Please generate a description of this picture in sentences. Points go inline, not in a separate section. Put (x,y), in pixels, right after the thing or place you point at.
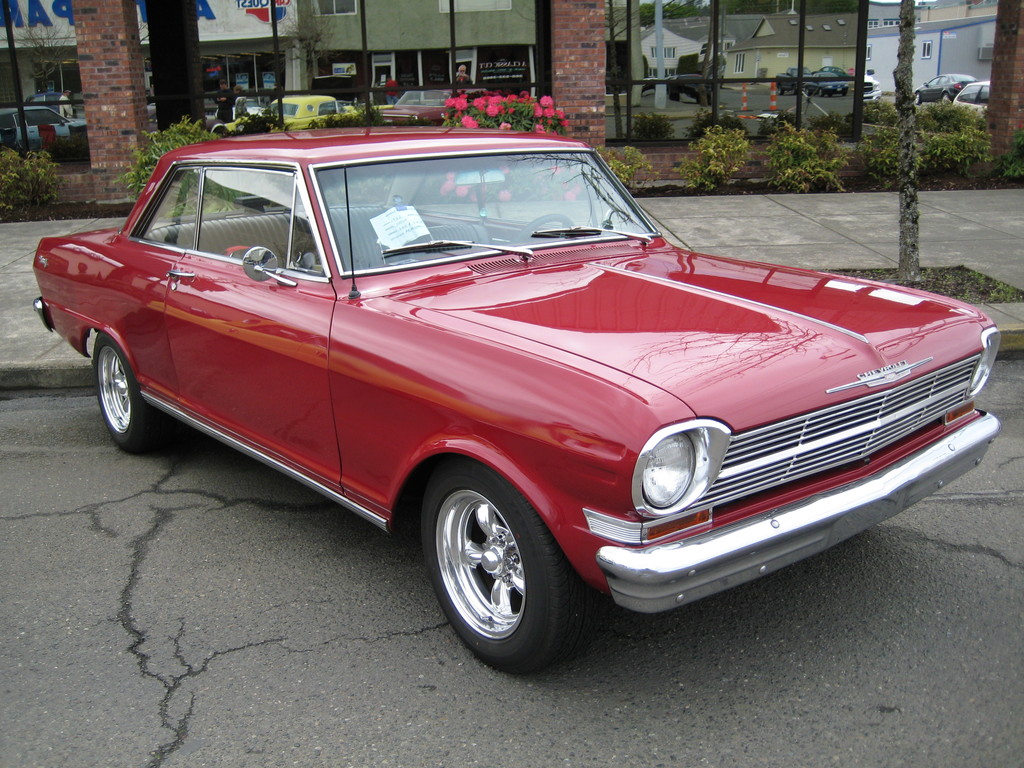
There is a red color car (499,480) on the road (326,682). In the background (1012,138) we can see plants (867,156), pillars (1010,110), vehicles (424,93), and flowers (568,121). On the glass (662,61) we can see the reflection (955,60) of buildings (894,26).
